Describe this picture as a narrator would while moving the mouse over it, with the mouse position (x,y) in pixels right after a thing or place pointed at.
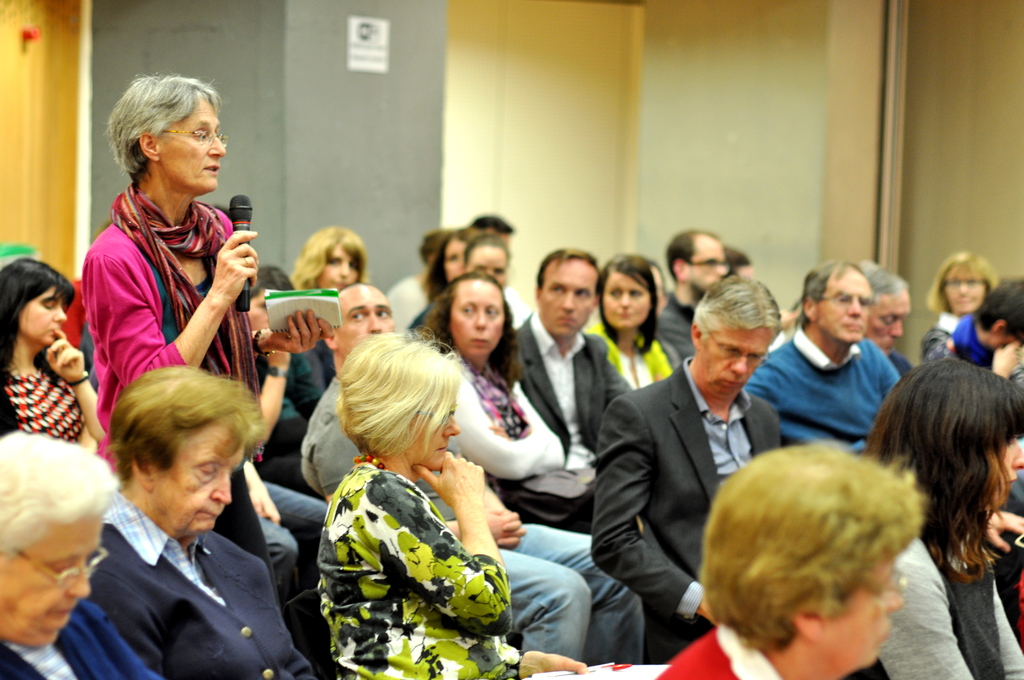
In the picture we can see people (210,627) sitting on the chairs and a woman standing and holding a microphone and talking and in the other hand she is holding a book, in the background (881,246) we can see a wall (966,185).
